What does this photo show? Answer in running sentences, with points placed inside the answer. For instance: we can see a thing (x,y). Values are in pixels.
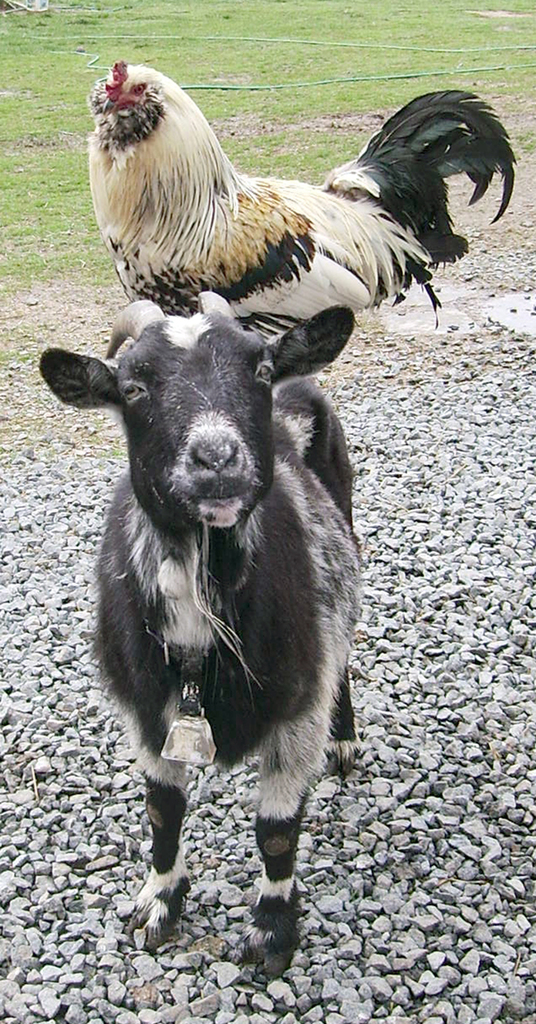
In this image I can see an animal (311,566) in black and white color and I can see the bird (246,222) in brown, white and black color. I can see the small stones (513,250) and the grass (261,74).
